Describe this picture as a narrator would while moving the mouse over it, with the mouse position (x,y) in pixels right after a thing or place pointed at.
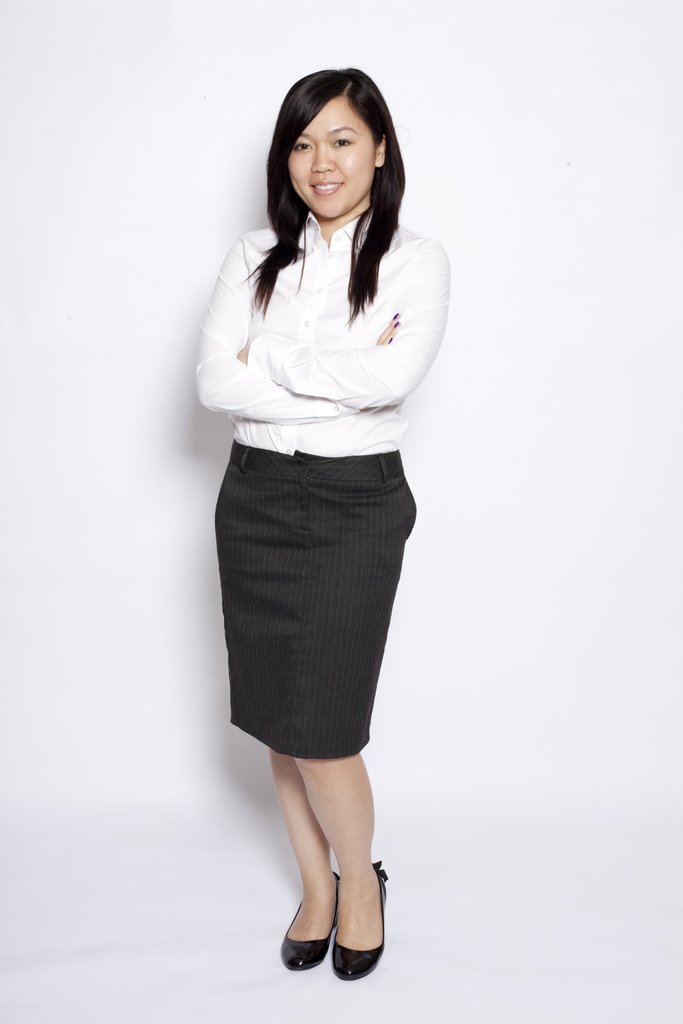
In this image there is a woman (356,586) standing in middle of this image (318,473) is wearing white color shirt (323,361) and black color skirt (323,641), and there is a wall (163,475) in the background (140,289). The wall (458,235) is in white color.
